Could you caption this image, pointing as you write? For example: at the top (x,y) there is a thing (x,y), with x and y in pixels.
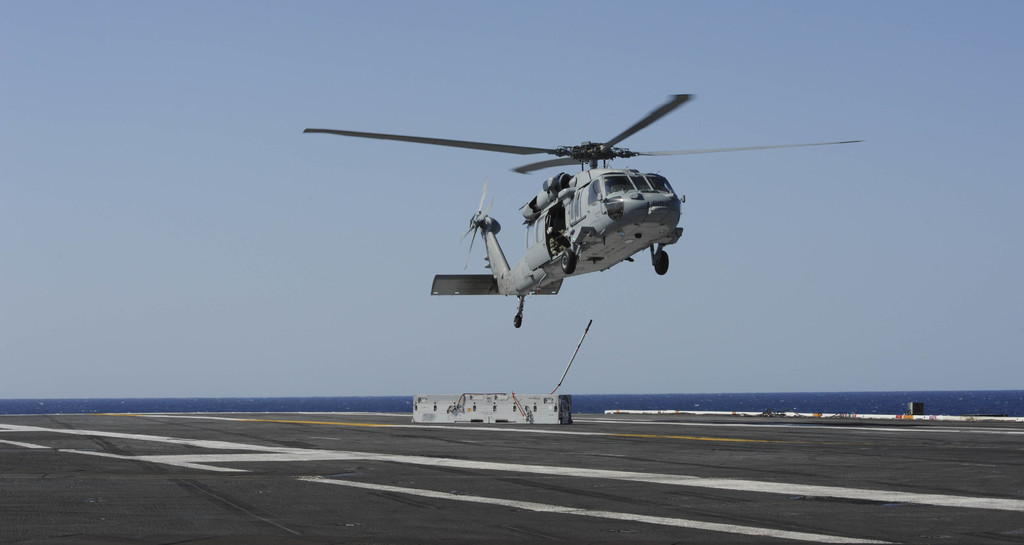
In this image we can see a helicopter (497,241) in the sky (704,363). We can also see the runway (727,477) and a large water body (772,405).
